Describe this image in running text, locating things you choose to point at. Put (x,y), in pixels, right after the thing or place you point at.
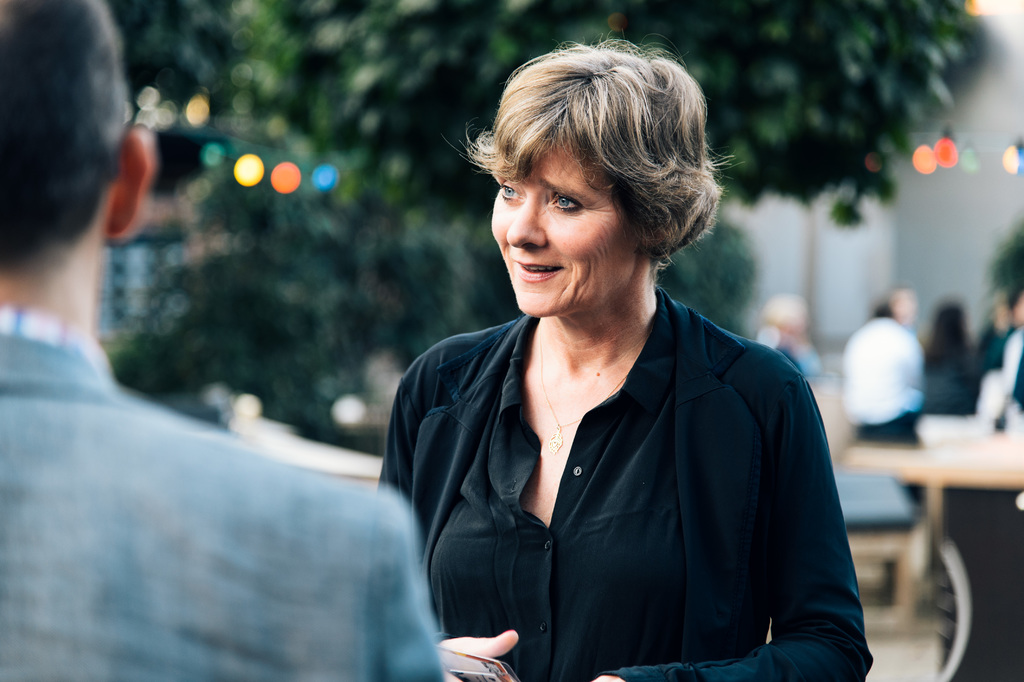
In this image I can see a group of people (512,210) on a terrace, tables (904,468), lights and trees (366,145). This image is taken maybe during the day.
